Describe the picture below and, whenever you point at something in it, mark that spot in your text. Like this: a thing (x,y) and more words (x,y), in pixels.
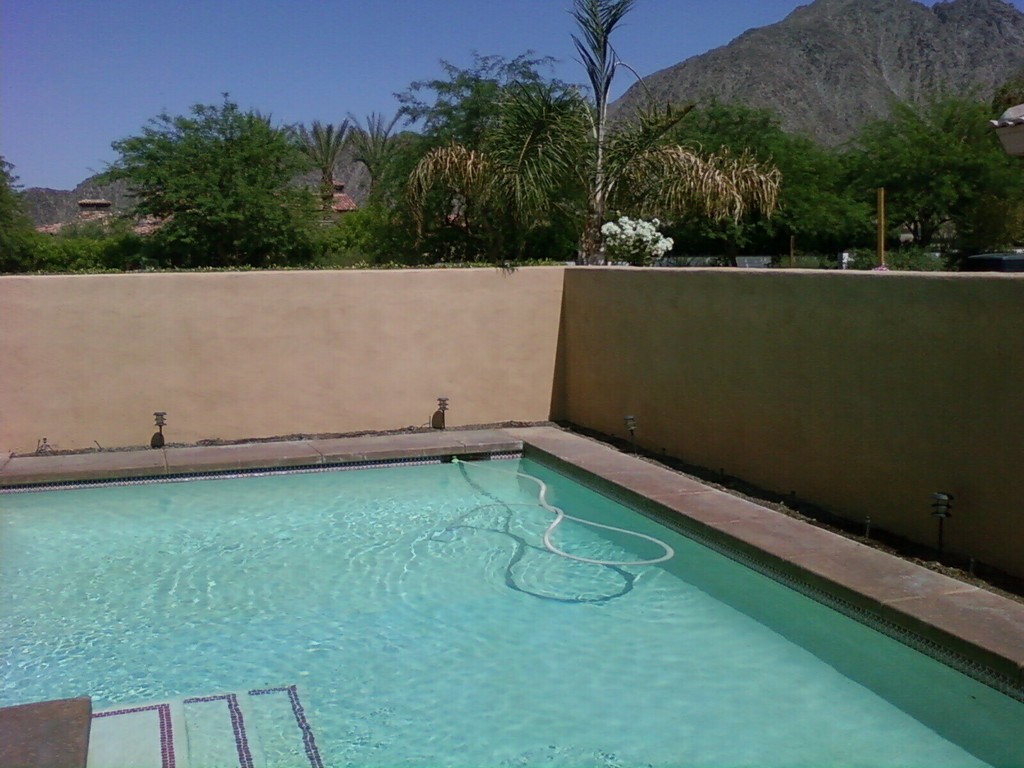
In this image, we can see a swimming pool (485,697), stairs (134,745), pipe (614,566) and walkway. Here there is a wall (468,372). Top of the image (735,232), we can see so many trees (378,255), poles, light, hills (917,63) and sky (391,43).
